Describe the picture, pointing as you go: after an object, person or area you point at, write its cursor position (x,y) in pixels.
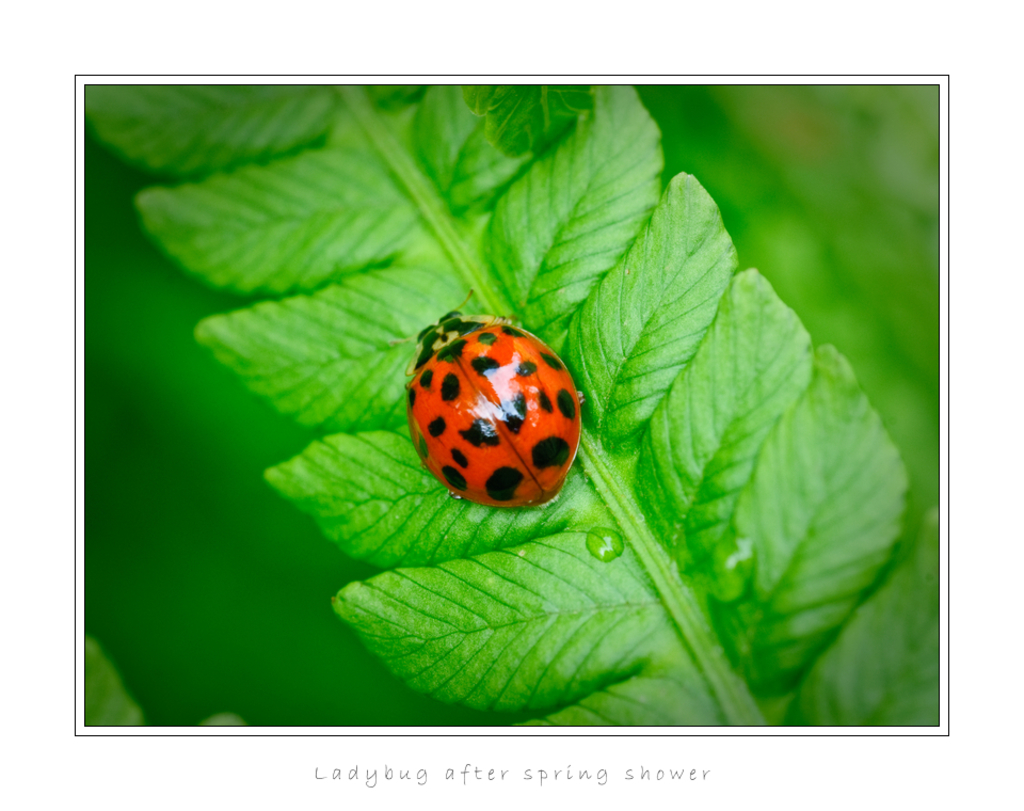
There is an insect (479,435), which is in orange and black color combination on the green color leaf (330,99) of a tree (649,707). In the background (181,336), there are other objects (167,388).
